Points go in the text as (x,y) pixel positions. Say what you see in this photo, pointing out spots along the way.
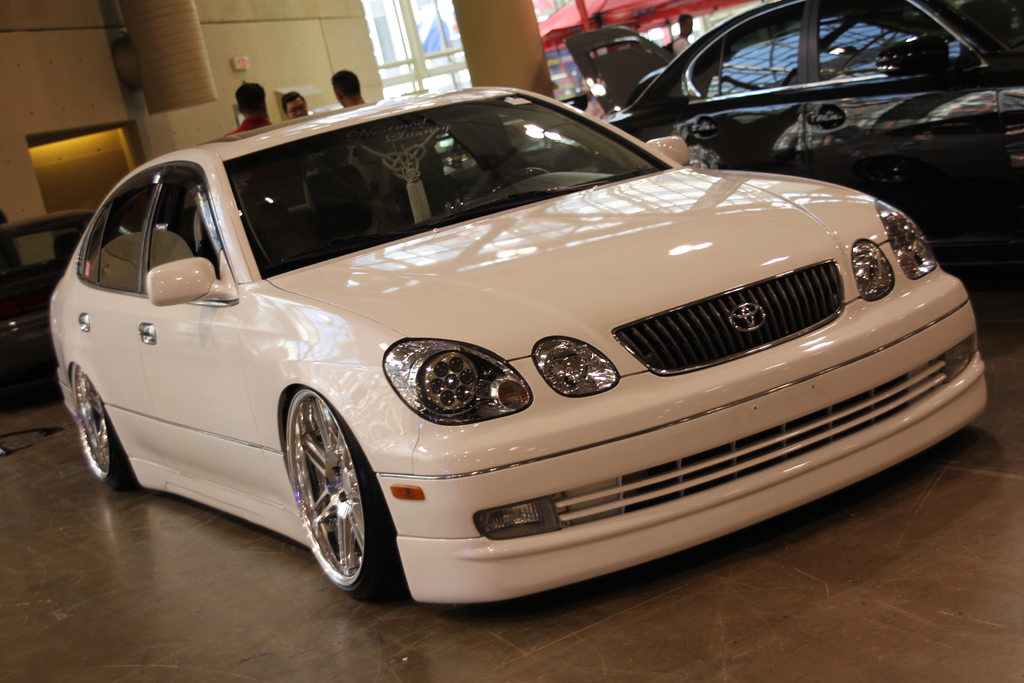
In this picture there is a car (115,373) in the center of the image (480,268) and there are other cars (677,129) on the right (837,121) and left side of the image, there are people (294,109) in the background area of the image (345,94).
